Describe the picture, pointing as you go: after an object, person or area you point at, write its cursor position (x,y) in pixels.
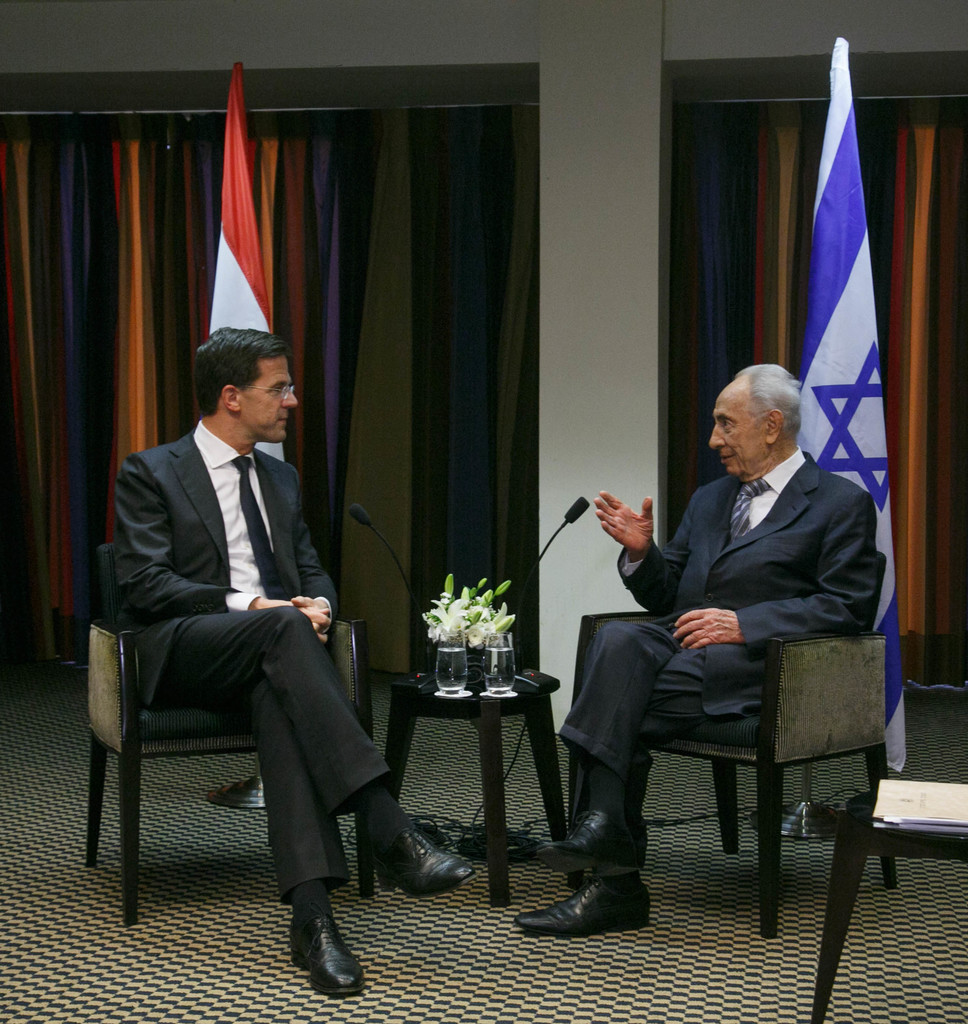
In this image there are two men (319,592) who are sitting and talking with each other. And there are two chairs (781,718) and in the middle of the image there is one table (468,707) and on the table (530,714) there are two glasses (496,688) and some water (508,663). And on the table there is one flower pot (468,623) in front of the two persons (334,665) there are two mikes (543,558) on the back ground (841,216) there are two flags (840,287) and in the middle of the image (569,453) there is one wall (568,335) and on the floor (184,961) there is one carpet (538,961) on the right side of the bottom corner there is one table (859,830) and some papers (964,814) on the table (880,837). And on the left side of the top corner there are curtains (99,210) and right side of the top corner there are some curtains (743,219).
